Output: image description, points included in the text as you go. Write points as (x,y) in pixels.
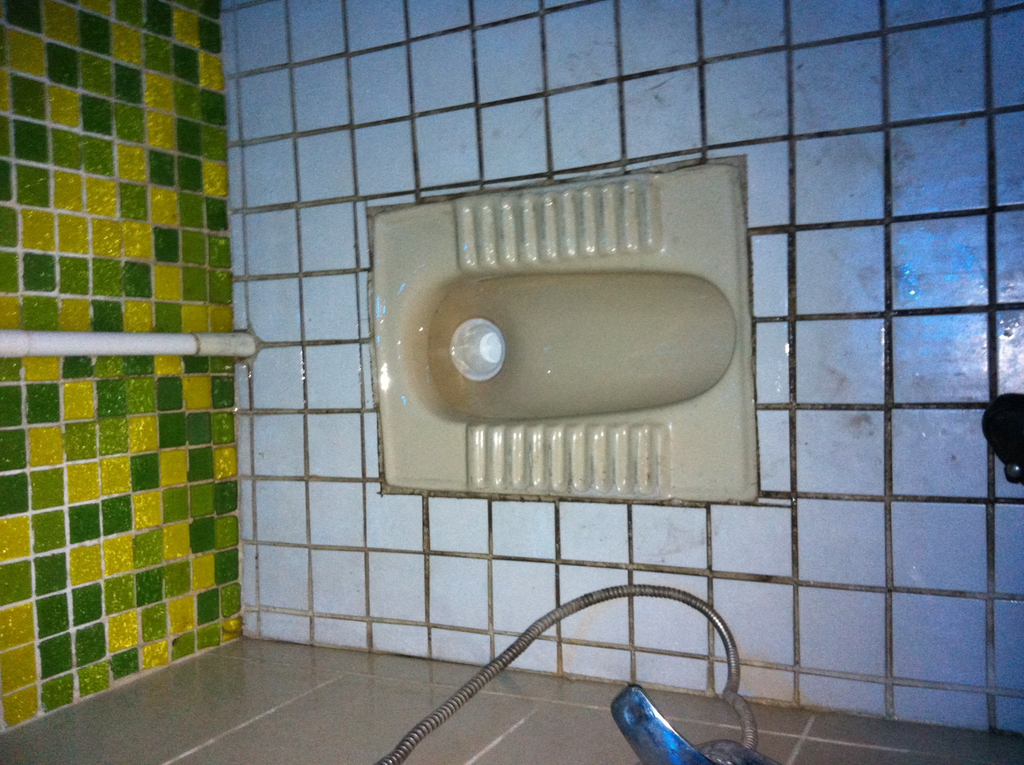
In this picture we can see the inside view of the toilet (350,678). In the front (701,290) there is a toilet seat (561,232) with white flooring tiles (447,535). On the left (58,212) there are yellow and green color cladding tile (110,472) on the wall (84,612).
